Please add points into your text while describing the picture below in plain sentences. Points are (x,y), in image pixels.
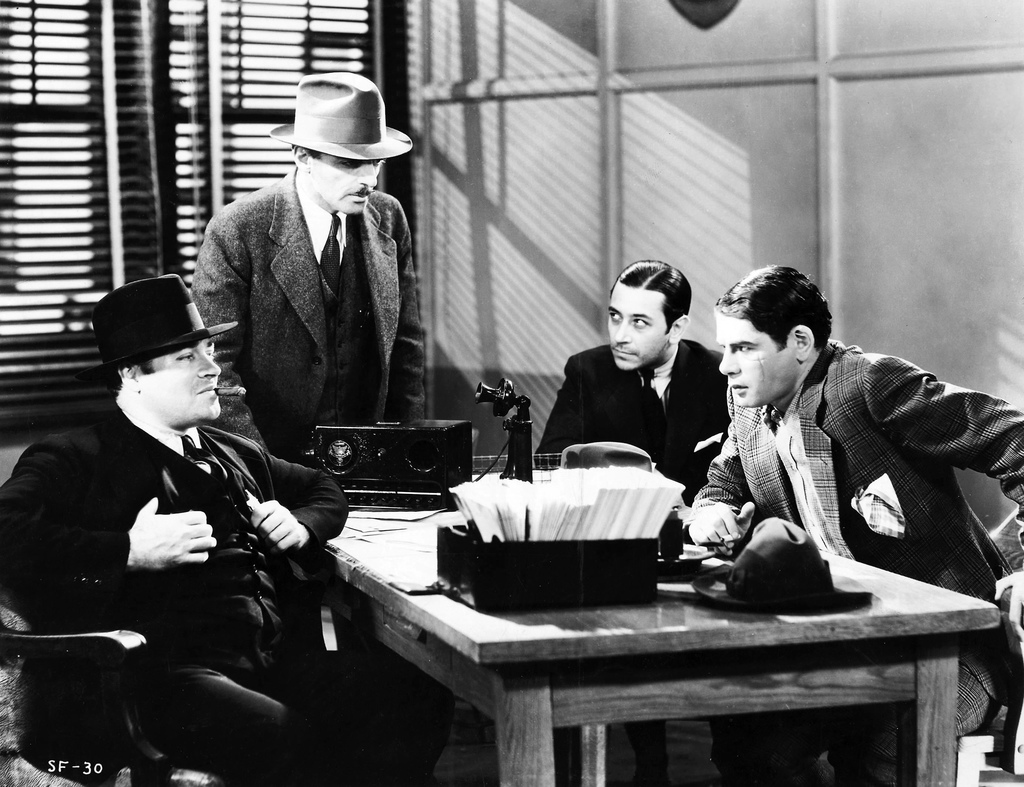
This is a black and white image. In this image we can see group of persons (754,320) around the table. On the table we can see telephone (527,461), papers (489,492) and hat (710,576). In the background (710,86) we can see wall (547,90) and windows (278,61).
